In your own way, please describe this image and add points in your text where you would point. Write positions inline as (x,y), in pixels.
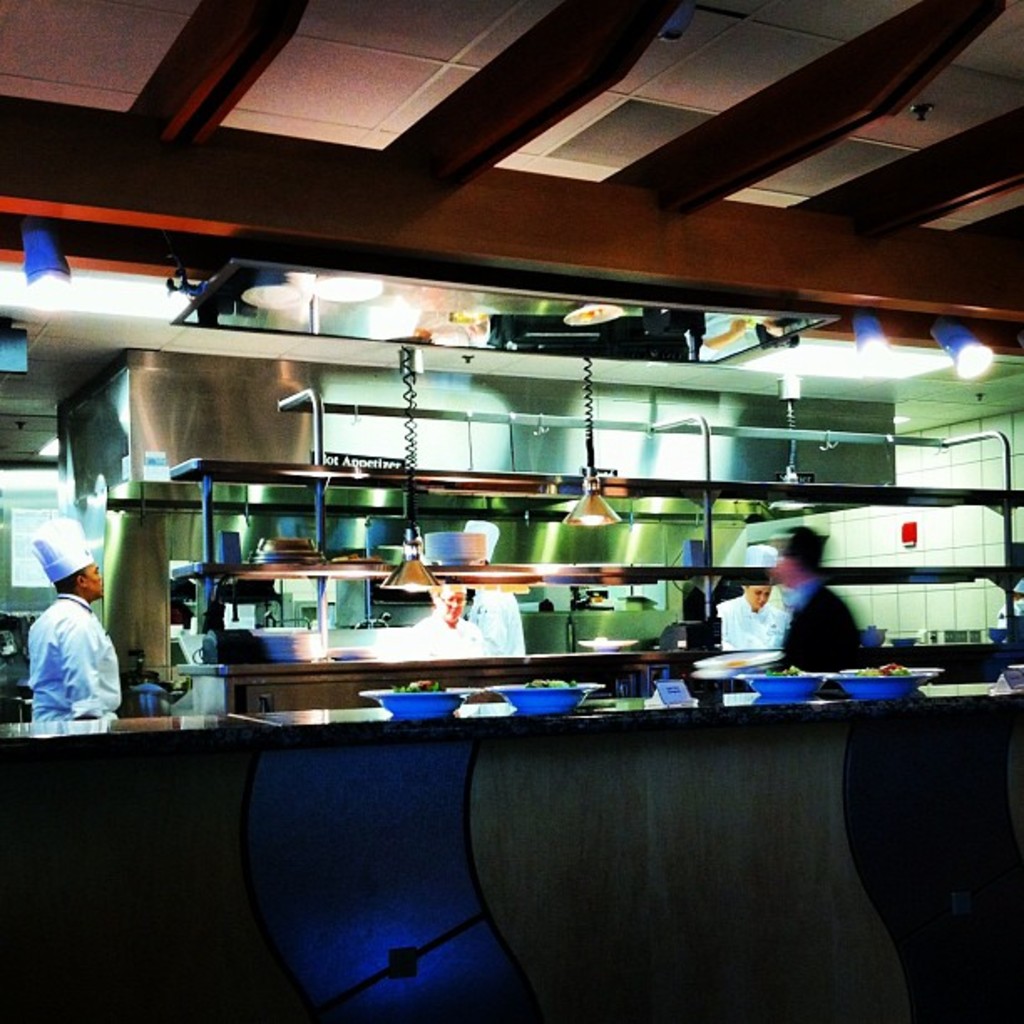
In this image we can see there are people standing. And there is a table (589,825), on the table (488,732) there are boards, bowls (905,680) and some food items (889,670) in it. At the top (144,250) there are pillars (138,239) and ceiling (467,20). And there are lights (415,371) attached to the mirror (395,329). At the back (919,518) there are rods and wall (933,527). And there is a switchboard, red color object (903,537), wires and a few objects (221,659).
